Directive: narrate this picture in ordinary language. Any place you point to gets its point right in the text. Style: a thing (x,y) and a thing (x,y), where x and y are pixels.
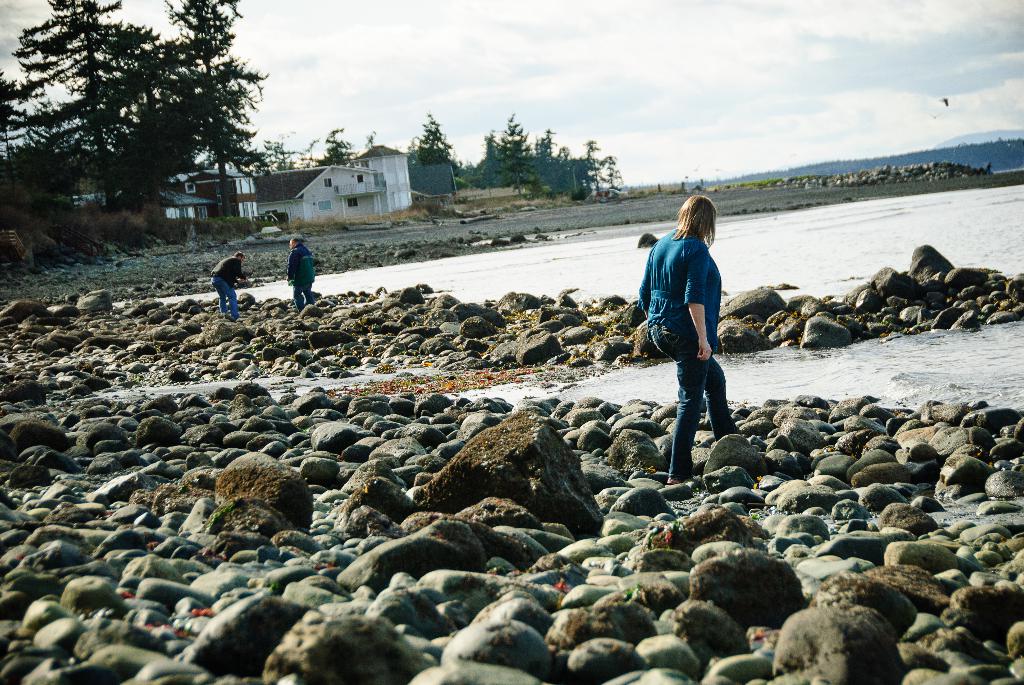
In this image I can see there are three persons (664,244) standing in front of the lake (593,287) and I can see a group of stones (325,499) visible at the top (683,38) I can see the sky (663,77) and in the middle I can see houses (405,174) and trees (522,150).
